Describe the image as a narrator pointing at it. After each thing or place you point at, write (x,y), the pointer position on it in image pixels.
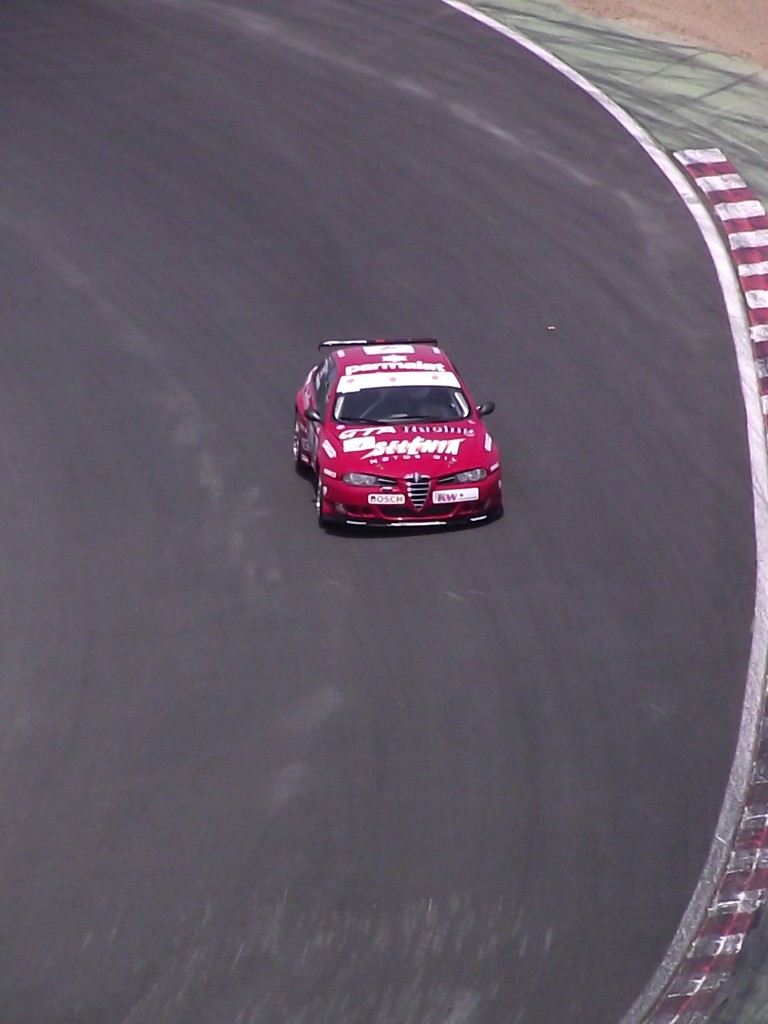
In this picture I can see a sports car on the road (303,492).
